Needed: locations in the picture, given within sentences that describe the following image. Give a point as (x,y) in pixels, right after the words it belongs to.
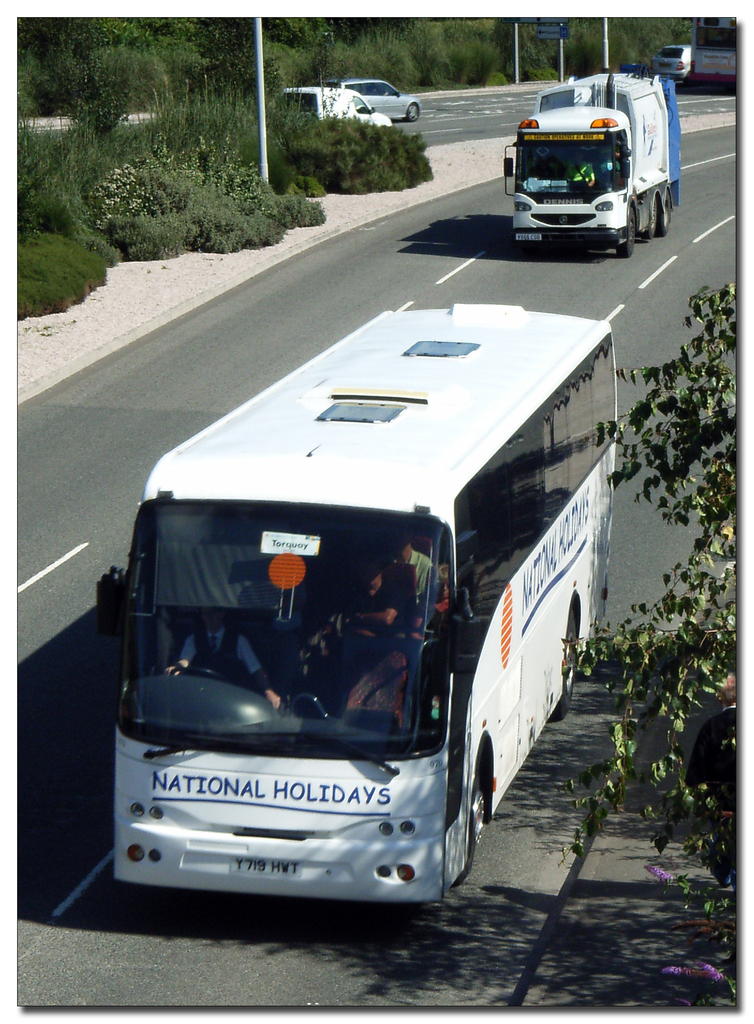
This image is taken outdoors. At the bottom of the image (467,958) there is a road (41,904). In the background (297,156) there are many trees (197,36) and plants (188,141) with leaves (250,147), stems (250,147) and branches (645,31). There are a few poles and a few cars (687,73) are moving on the road (476,96). On the right side of the image (659,664) there is a tree (684,441). In the middle of the image (444,485) a truck (578,159) and a bus (339,835) are moving on the road (478,206).
